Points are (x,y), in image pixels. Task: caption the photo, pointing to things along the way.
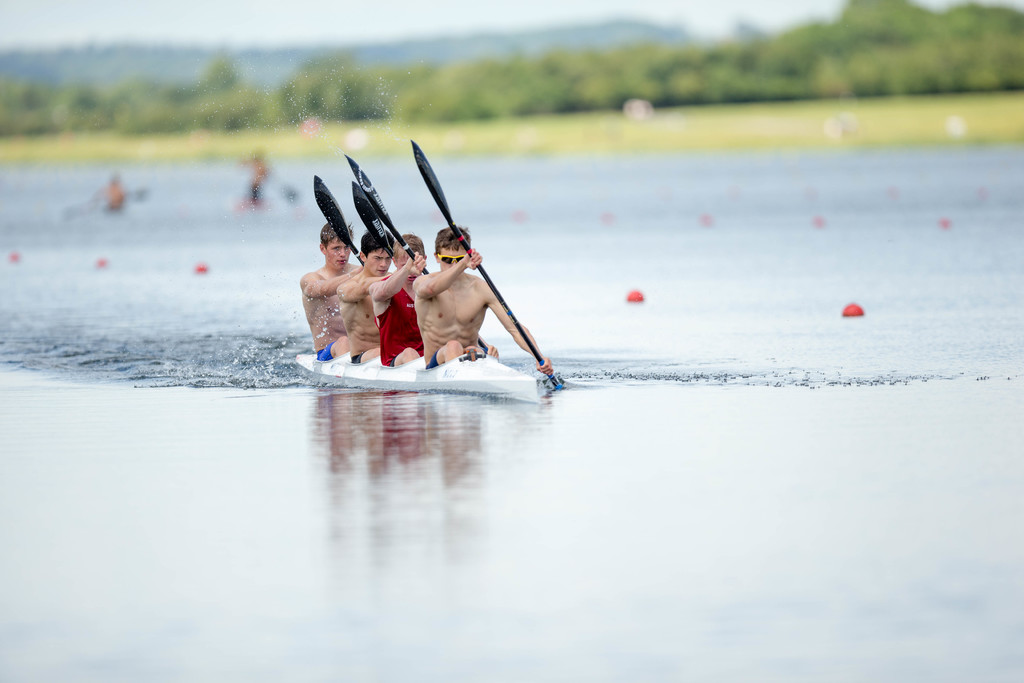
In the front of the image (223,396) I can see water (580,426), people (425,327), boat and paddles (354,186). People (447,330) are sitting in a boat (418,363) and holding paddles (357,192). In the background of the image (412,191) it is blurry. There are trees (486,87), people (255,176), and objects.
